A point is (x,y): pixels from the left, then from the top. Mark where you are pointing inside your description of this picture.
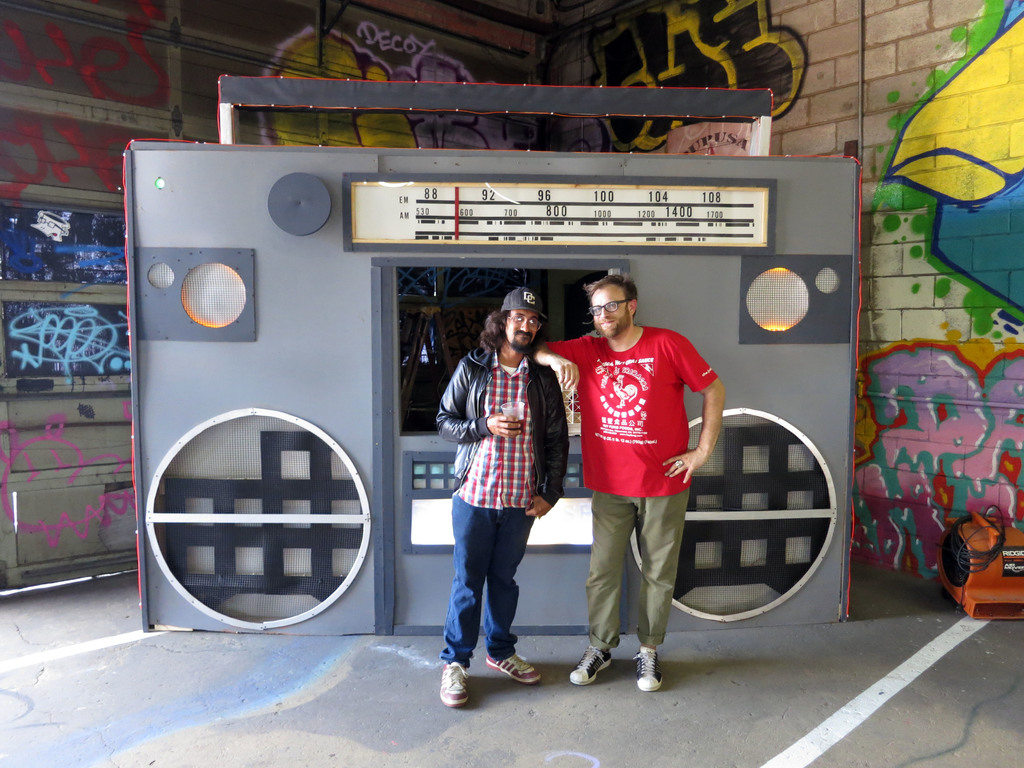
In this image I can see two men (580,359) are standing and I can see both of them are wearing specs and shoes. I can see one of them is wearing red t shirt (619,400) and one of them is wearing black jacket (475,388). I can also see he is holding a glass (505,411) and he is wearing a cap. In the background (480,289) I can see paintings (461,72) on these walls (430,54). I can also see few white lines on floor (920,671).
